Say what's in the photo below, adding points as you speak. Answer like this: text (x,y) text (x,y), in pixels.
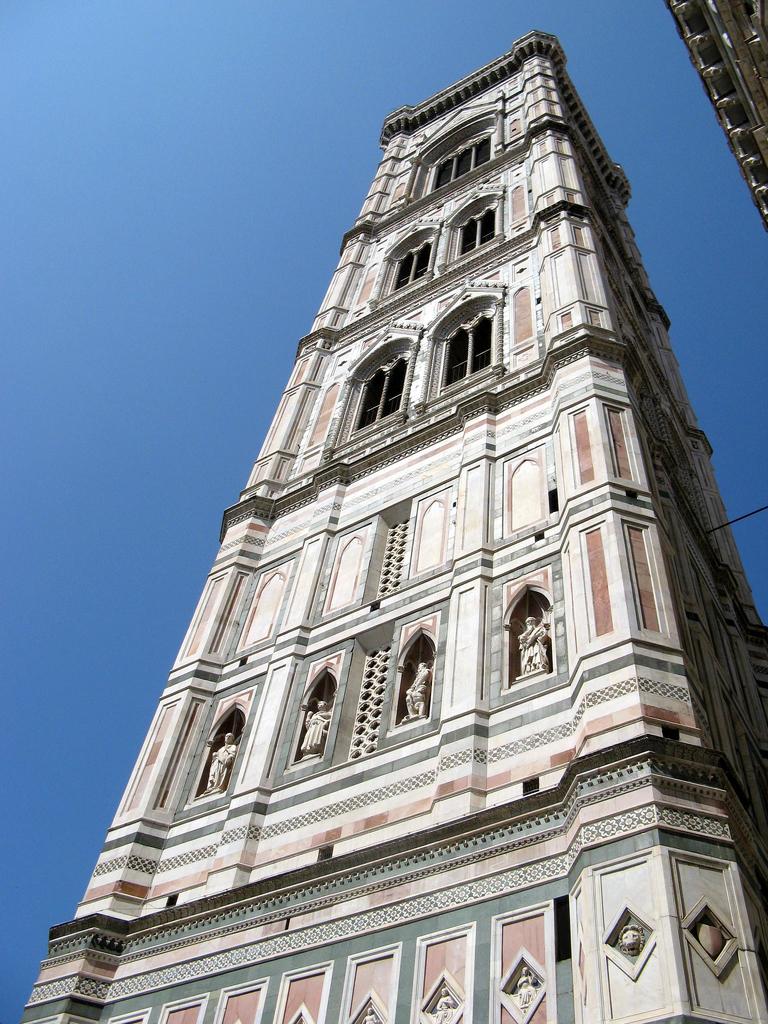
In this image in the front (415,739) there is a tower (459,563) and on the tower (443,756) there are statues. On the top right of the image (751,64) there is an object (742,56).
